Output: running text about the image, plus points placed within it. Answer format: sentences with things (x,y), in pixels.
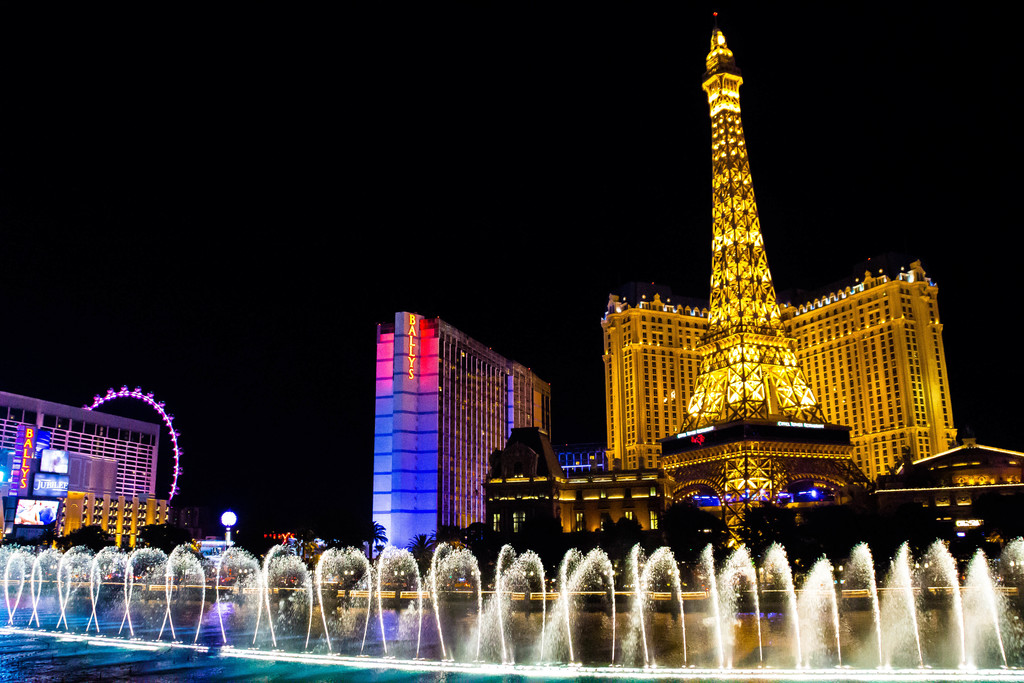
There are water fountains (562,593) at the bottom of this image (365,625). There are some trees (766,530) and buildings (626,489) in the background (497,515). There is a tower (740,300) on the right side of this image (738,296), and there is a sky (342,187) at the top of this image (360,147).
